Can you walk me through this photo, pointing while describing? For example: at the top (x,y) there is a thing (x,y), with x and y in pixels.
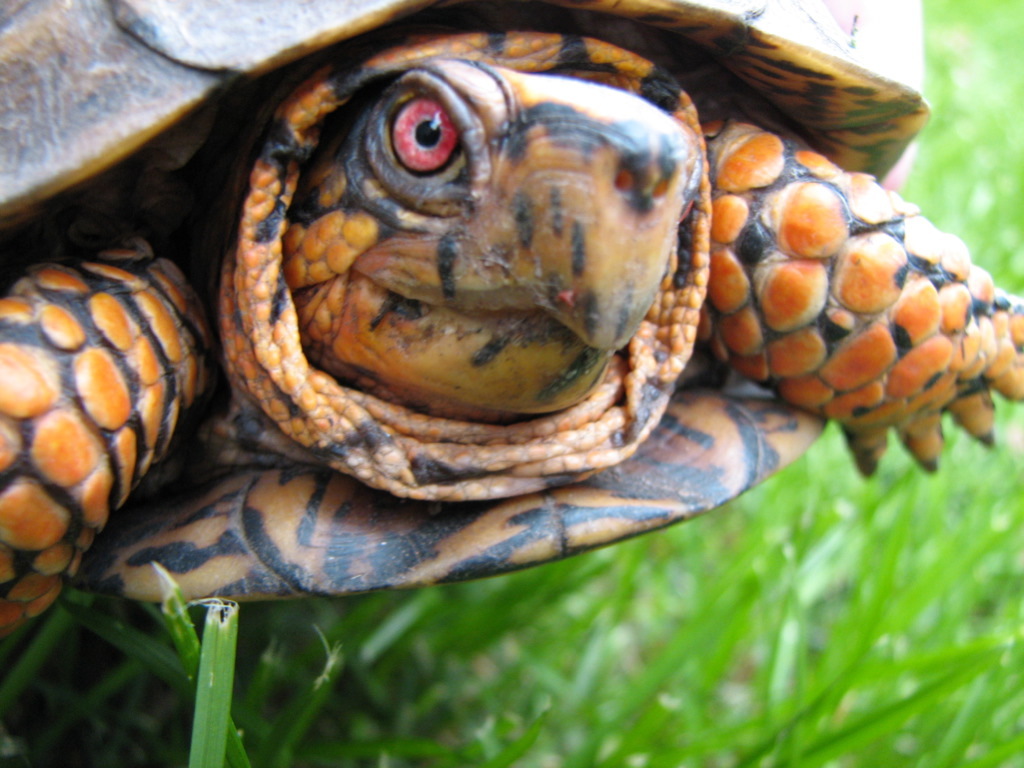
In this image we can see tortoise (453,330) on the grass (437,674).
